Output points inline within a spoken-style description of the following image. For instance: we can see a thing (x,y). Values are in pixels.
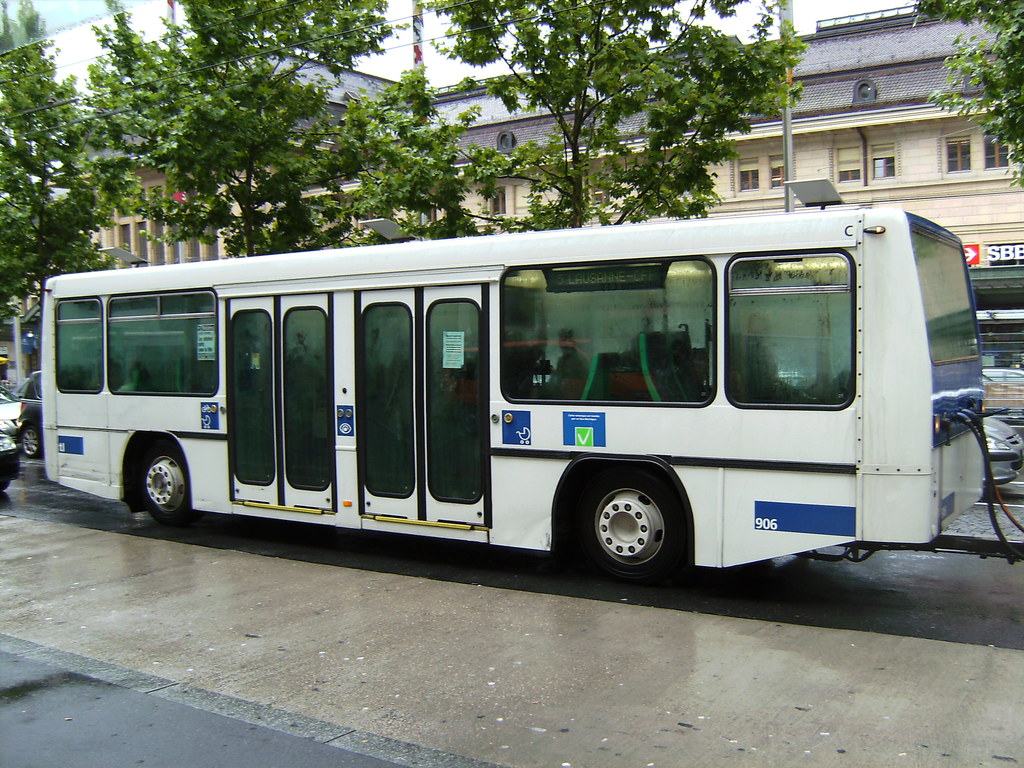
The picture is taken outside a city (254,435). In the foreground of the picture (472,464) it is road (229,536), on the road (968,634) there are cars (13,422) and a bus (428,348). The road (158,589) is wet. In the background (300,159) there are trees (288,163), building (767,153), poles (415,24) and cables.
